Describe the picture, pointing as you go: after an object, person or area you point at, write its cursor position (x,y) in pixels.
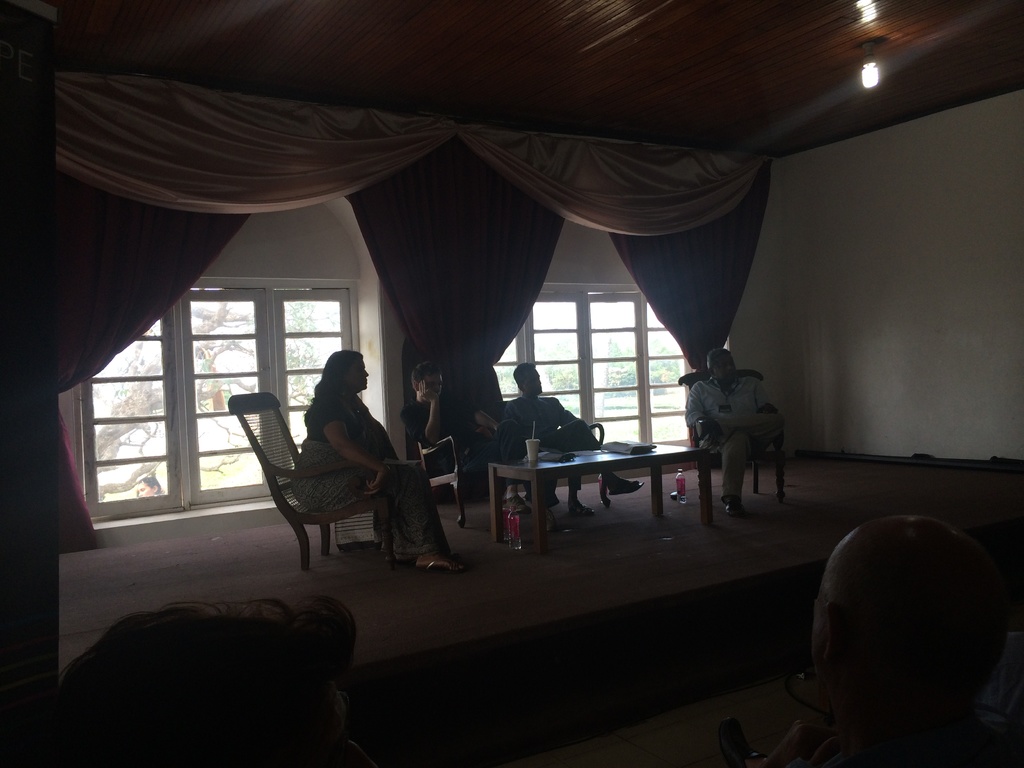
In this picture we can see there are four people (510,418) sitting on chairs (268,447) and in front of the people (578,442) there is a table (595,465) and on the table (551,465) there is a cup (533,444) and the other things (566,462) and on the path (586,497) there are bottles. Behind the people (335,488) there is a wall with glass windows (501,393) and through the windows (226,344) we can see the trees (226,344) and there is a ceiling light (876,78) on the top (872,59).
